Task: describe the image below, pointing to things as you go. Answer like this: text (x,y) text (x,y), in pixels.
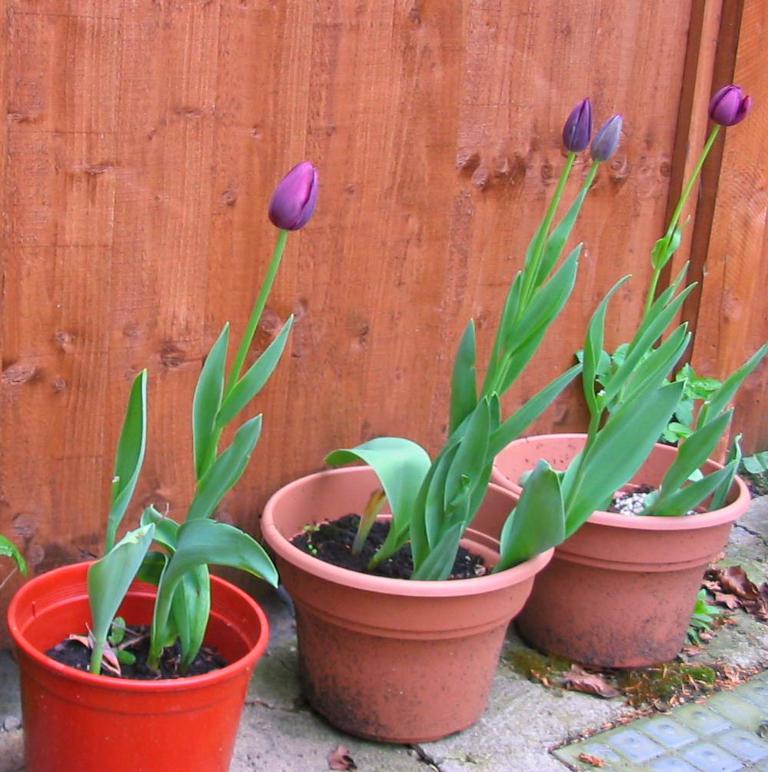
In the image we can see flower pots (505,465) and we can even see the bud flowers (582,118). Here we can see a wooden wall (143,212) and a solid surface (534,700).
